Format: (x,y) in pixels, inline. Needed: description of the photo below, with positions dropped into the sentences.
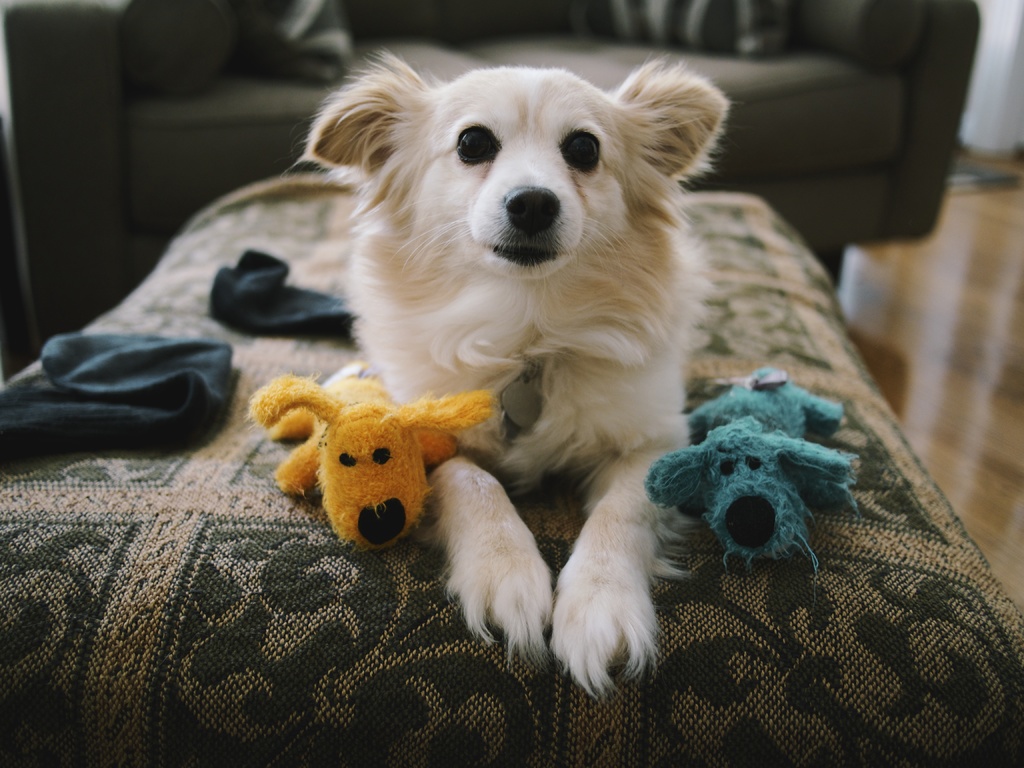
In this image we can see dog (479,150), soft toys (408,438) and napkins (129,407) on the couch (164,561). In the background (650,41) there is a sofa set (908,142) on the floor (912,305).
